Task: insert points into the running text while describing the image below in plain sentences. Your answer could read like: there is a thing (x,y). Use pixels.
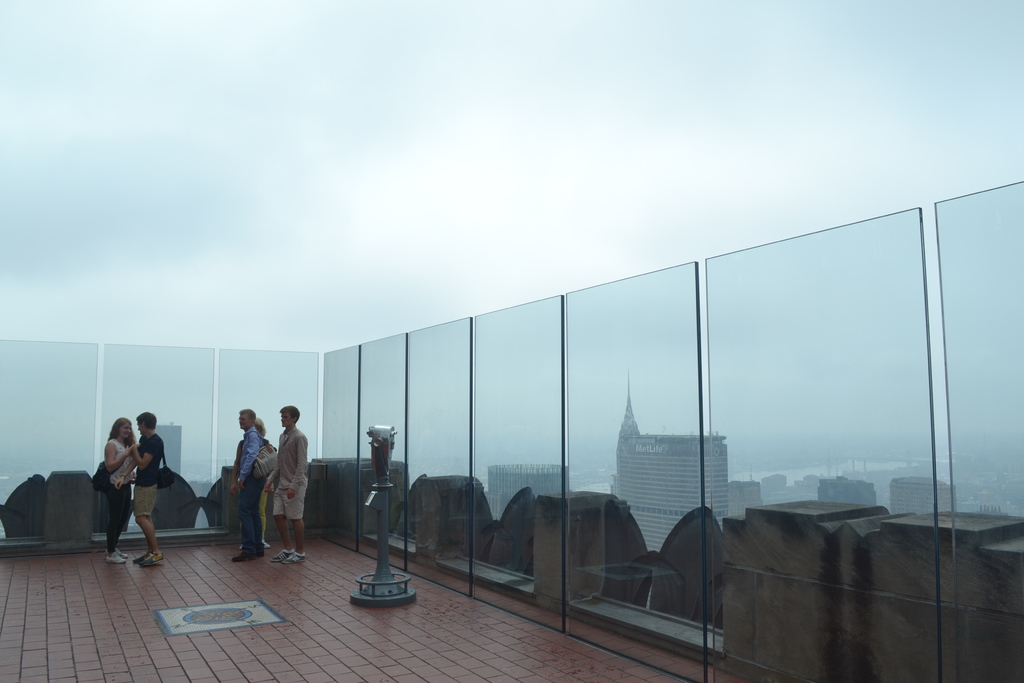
On this roof top (210,501) we can see people (242,449), object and glass walls (470,571), through these glass walls (904,460) we can see buildings (724,493). We can see sky (226,226).
